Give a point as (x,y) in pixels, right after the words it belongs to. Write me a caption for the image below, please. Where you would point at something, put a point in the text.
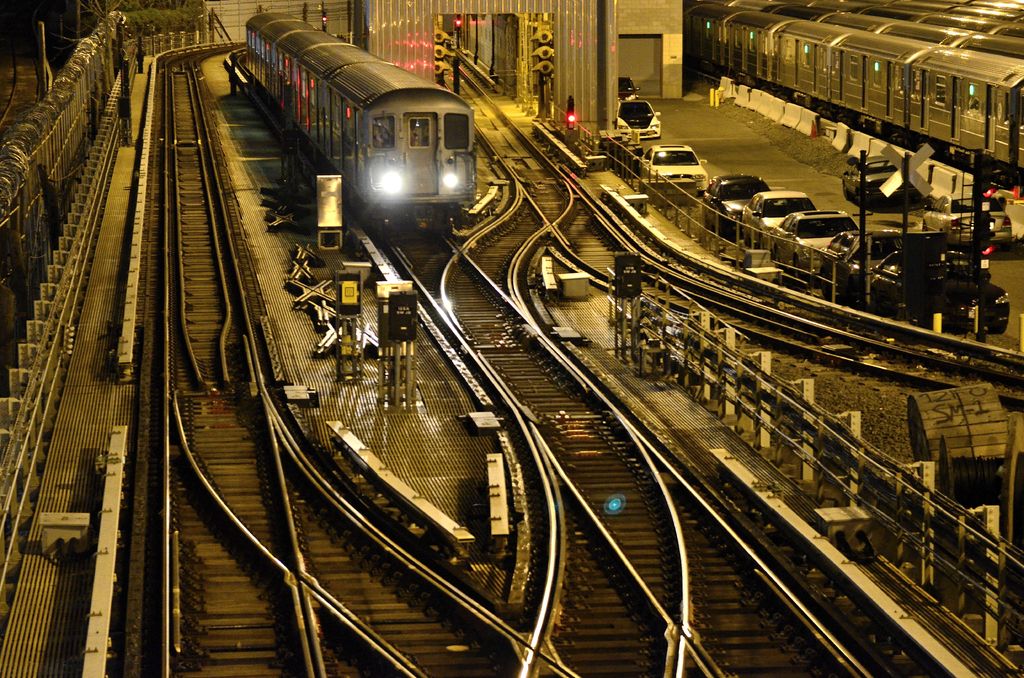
In this image we can see an electric train (369,116), railway tracks (310,466). Right side of the image (725,194) cars (633,119) are parked and trains (932,55) are present. Left side of the image (63,191) fencing (63,183) is there.
